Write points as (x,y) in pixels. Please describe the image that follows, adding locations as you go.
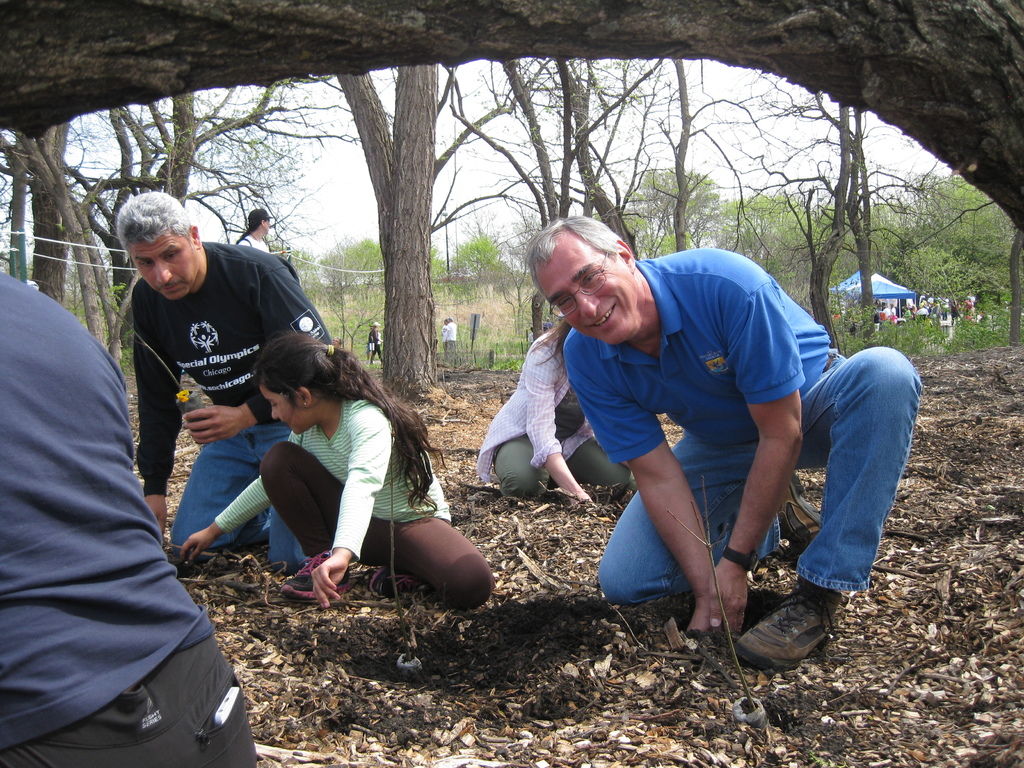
In this image, I can see four persons (313,489) kneeling on the ground (286,618). On the left side of the image (41,475), I can see another person (67,547). In the background (458,281), I can see the trees (403,280), few people (252,211), canopy tents (913,297) and there is the sky (367,179). At the top of the image (466,28), I can see a tree trunk (628,46).
